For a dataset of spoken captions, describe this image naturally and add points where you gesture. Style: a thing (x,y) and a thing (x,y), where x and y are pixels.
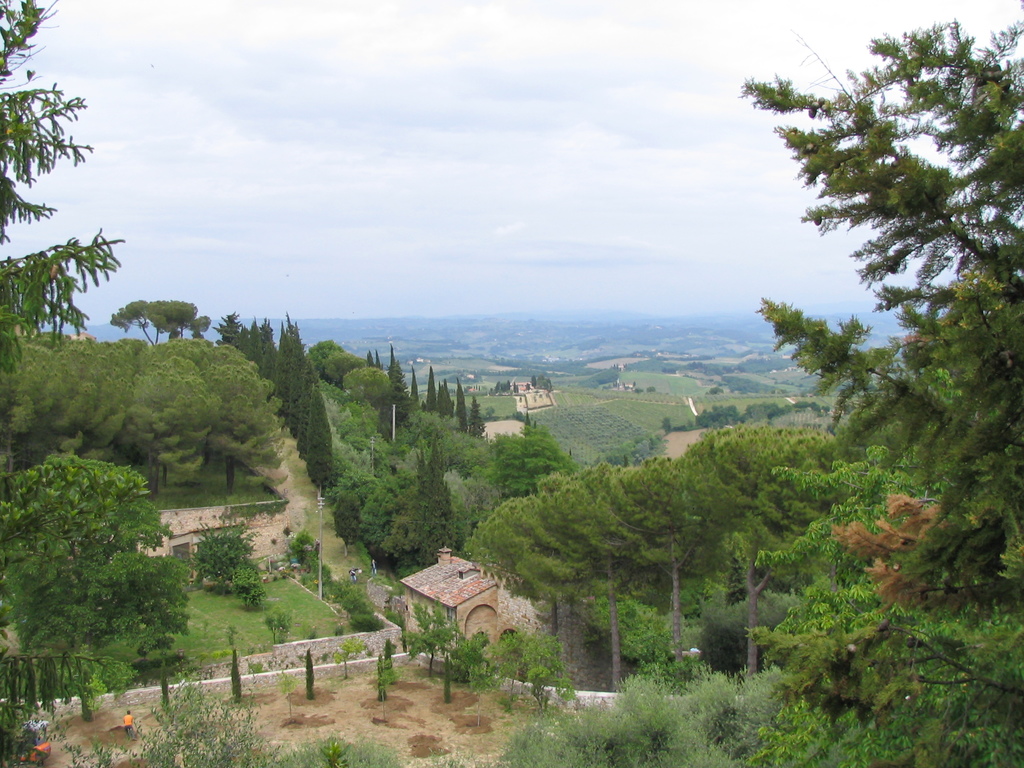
In this image we can see houses (452,616), plants (672,684), trees (67,388), there is a person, there are poles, also we can see the sky (434,169).
